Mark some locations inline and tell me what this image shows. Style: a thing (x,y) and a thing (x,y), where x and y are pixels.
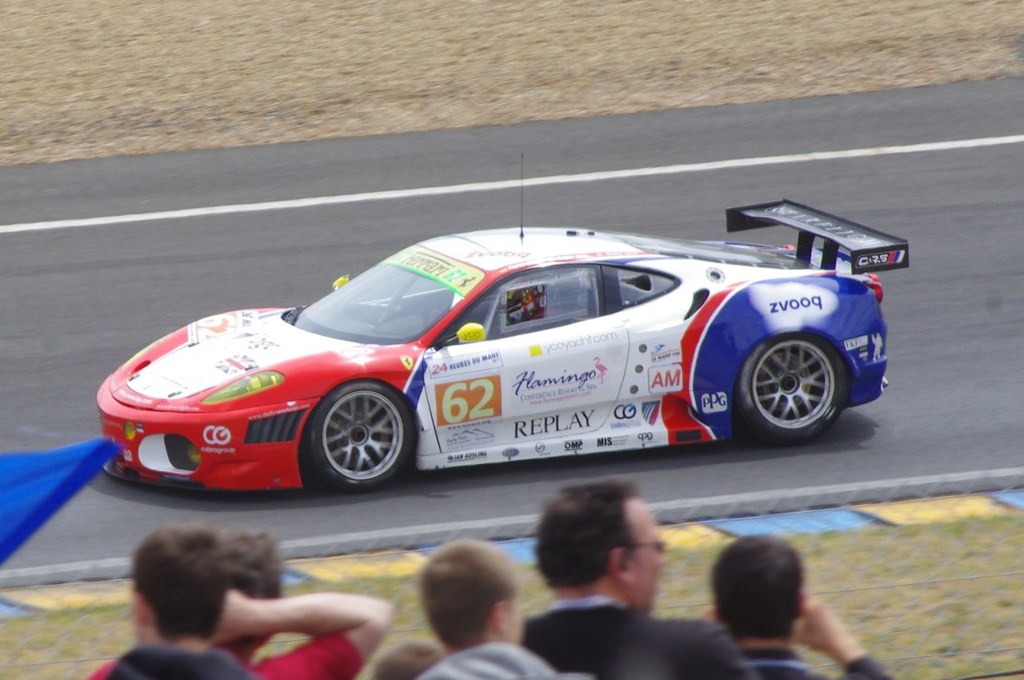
There is a vehicle (688,358) in blue, red and white color combination on the road (920,361) on which, there is white color line (64,226) near grass (64,622) on the ground (99,596) on which, there are persons (556,532) in different color dresses (165,655) standing. On the left side (32,493), there is blue color cloth (44,488). In the background (137,117), there is gravel (169,64).
